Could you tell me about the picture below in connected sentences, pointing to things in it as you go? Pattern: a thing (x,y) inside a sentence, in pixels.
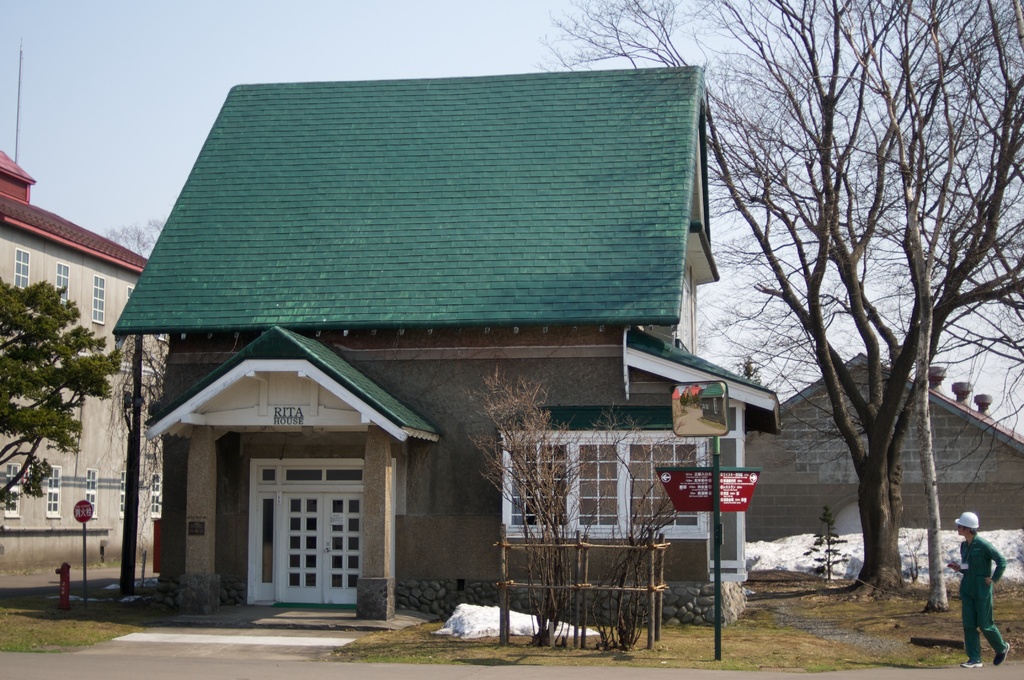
In this image I can see a buildings (315,363), white door (329,598) and windows (67,280). I can see trees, pole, sign boards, fire-hydrant (57,573) and snow (471,616). The sky (378,69) is in white and blue color. I can see a person (968,590) standing.
